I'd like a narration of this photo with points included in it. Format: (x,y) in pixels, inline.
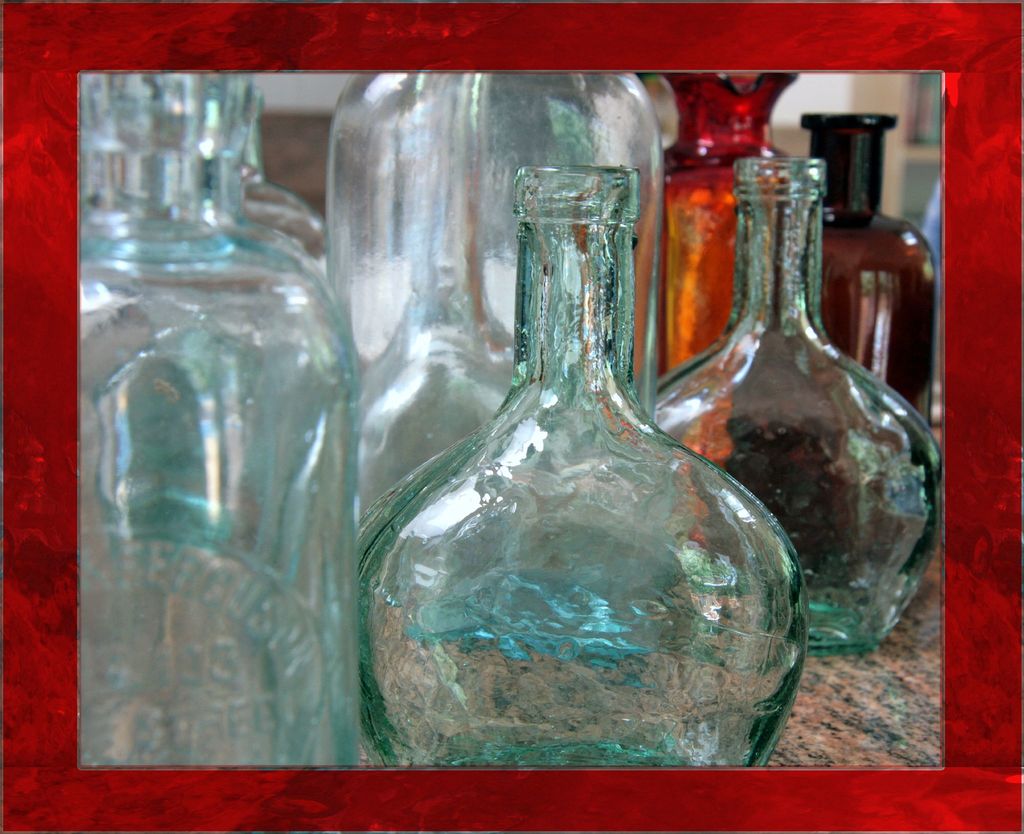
In this picture we can see few bottles (548,389).
